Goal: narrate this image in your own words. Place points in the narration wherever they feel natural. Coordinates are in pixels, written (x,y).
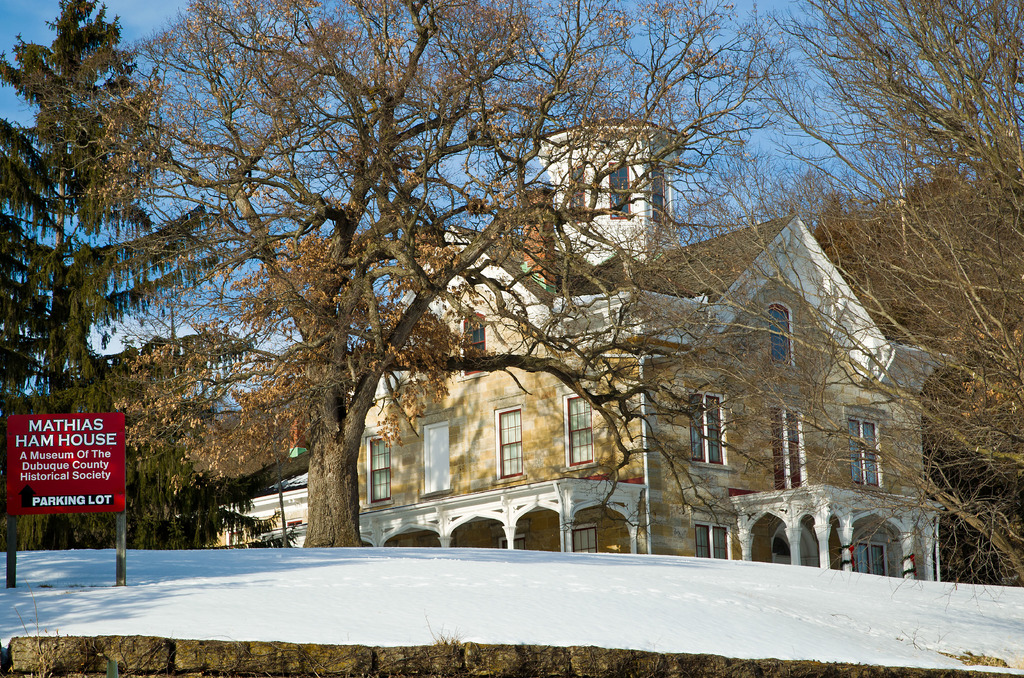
In this image, we can see a building (471,484). We can also see the ground (402,567) covered with snow (206,612). There are a few trees (1016,398). We can see a board (68,460) with some text (68,460) written. We can also see the sky (753,207).
